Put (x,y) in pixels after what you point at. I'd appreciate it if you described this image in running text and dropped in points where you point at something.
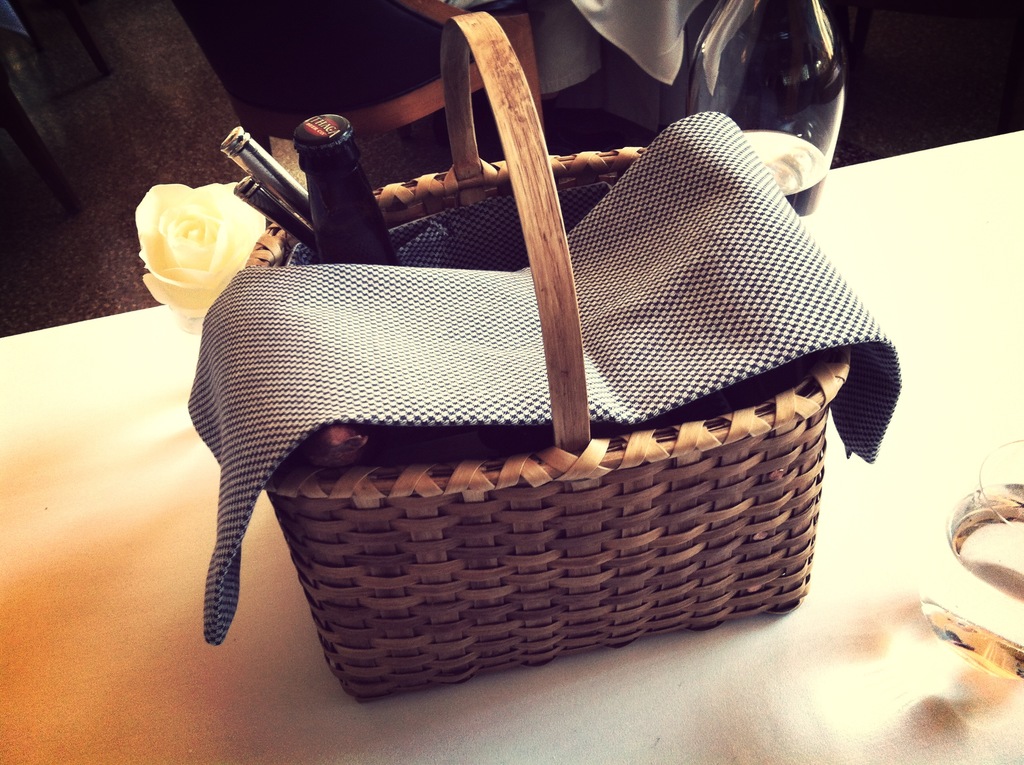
In this image in the center (558,484) there is a basket (766,461), on the basket (613,429) there is a cloth (660,339) and there are bottles (347,259) inside the basket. On the right side of the basket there is an object (776,97) which is black in colour and on the left side of the basket (255,253) there is an object (210,250) which is yellow in colour.
